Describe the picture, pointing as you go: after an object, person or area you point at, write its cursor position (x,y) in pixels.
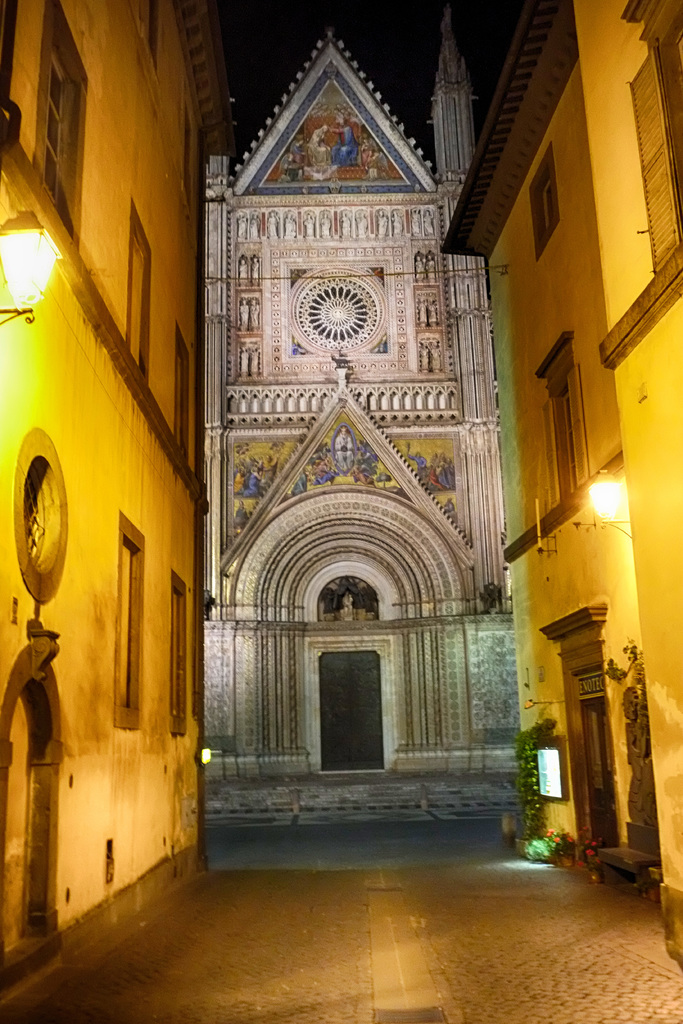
In this picture I can see buildings (373,606). Here I can see some lights (49,262) attached to the walls (555,532) of the buildings (567,727).
